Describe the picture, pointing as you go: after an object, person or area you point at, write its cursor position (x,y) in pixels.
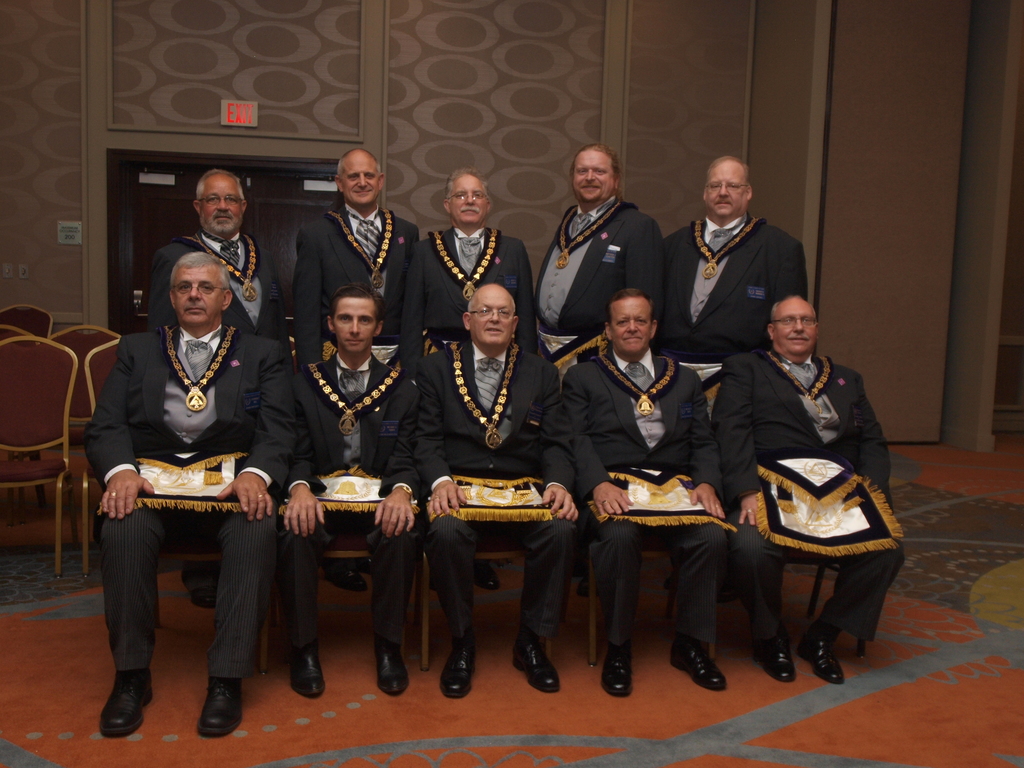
In this image I can see the group of people (467,350). These people (420,297) are wearing the black color blazers (672,393) and holding some clothes (529,498). To the left (20,447) I can see some maroon color chairs (26,393). In the back (256,112) I can see the exit board (237,118) to the wall (364,113).
